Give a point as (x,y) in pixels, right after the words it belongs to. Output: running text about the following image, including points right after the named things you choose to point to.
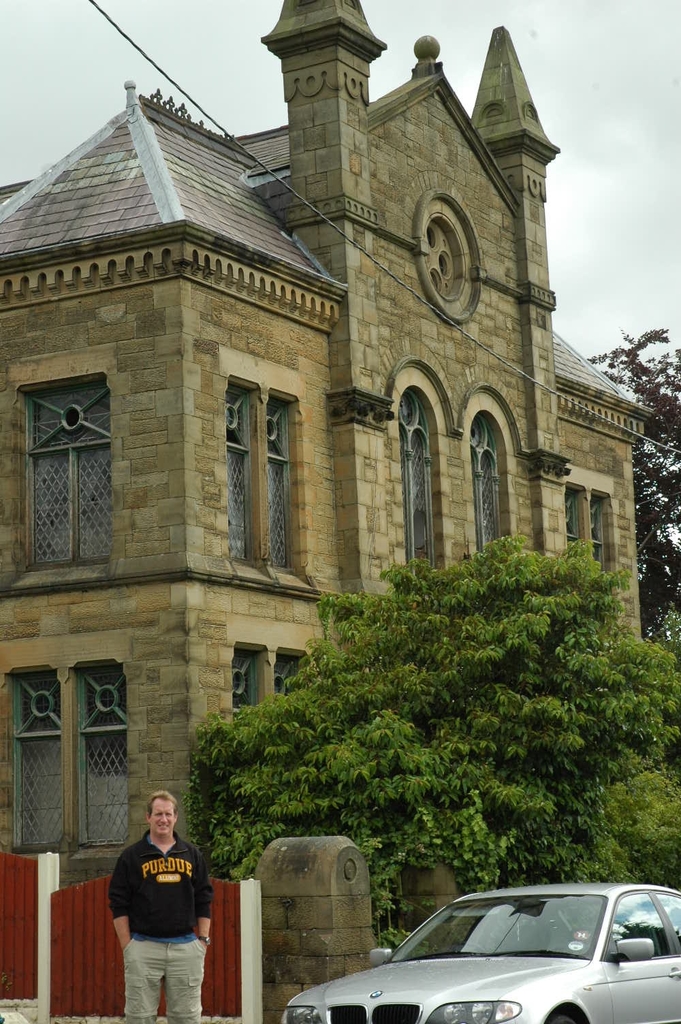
In the image there is a building (235,462), in front of the building (243,468) there are trees (438,712), car (494,985) and on the left side (149,888) there is a man (155,881). In the background (633,448) there is a tree (642,582).
